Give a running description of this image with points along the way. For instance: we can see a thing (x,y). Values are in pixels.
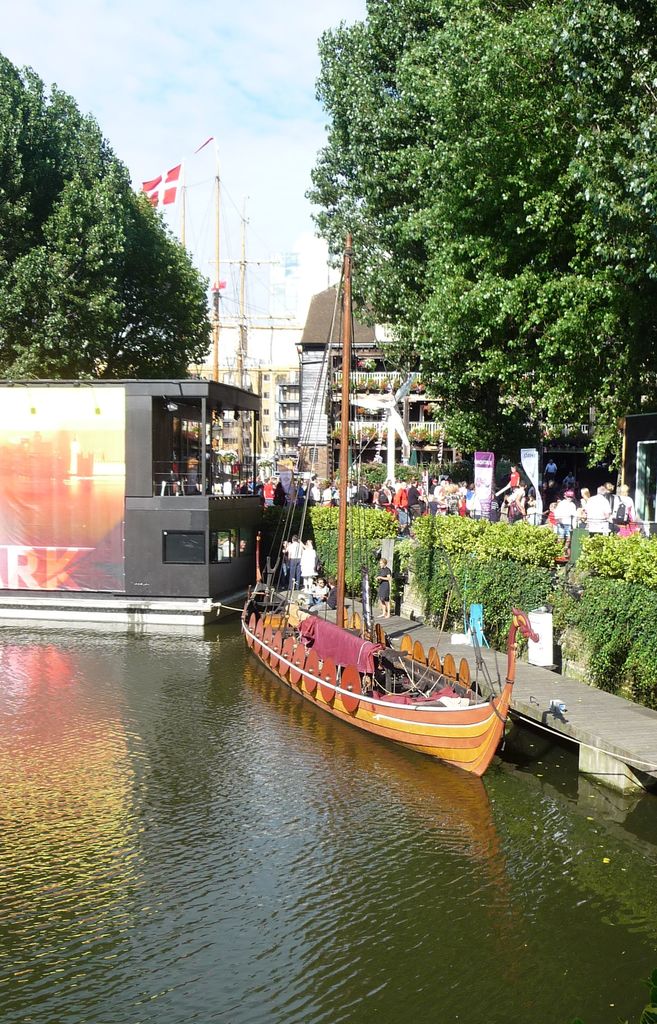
In the center of the image (254,648) we can see one boat (453,663) on the water (242,687). On the boat (329,631), we can see one pole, one cloth (327,645) and a few other objects (462,663). In the background (438,239), we can see the sky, clouds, trees (532,429), buildings (358,379), plants (400,439), poles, banners (58,478), few people (584,498) are standing and a few other objects (613,775).
